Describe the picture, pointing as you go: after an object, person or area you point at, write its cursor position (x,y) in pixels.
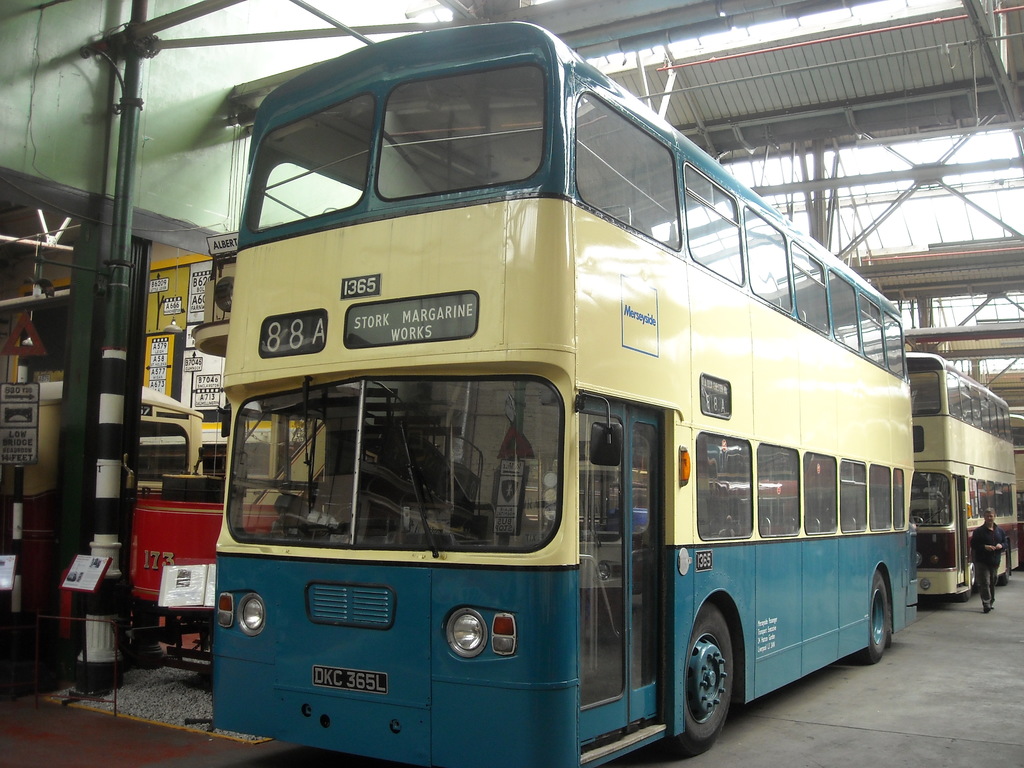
In this picture, we see double decker buses (656,433) which are in cream and blue color are parked under the shed (959,328). Beside that, we see a red color box (152,546) with numbers (166,556) written on it. Beside that, we see a book (176,566) and we even see a pole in white and black color. Behind that, we see a yellow color board (166,335) with white posters (161,351) pasted on it. Man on the right corner of the picture (979,541) wearing black jacket (980,544) is walking on the road (953,628). This picture might be clicked in a bus depot (75,437).
